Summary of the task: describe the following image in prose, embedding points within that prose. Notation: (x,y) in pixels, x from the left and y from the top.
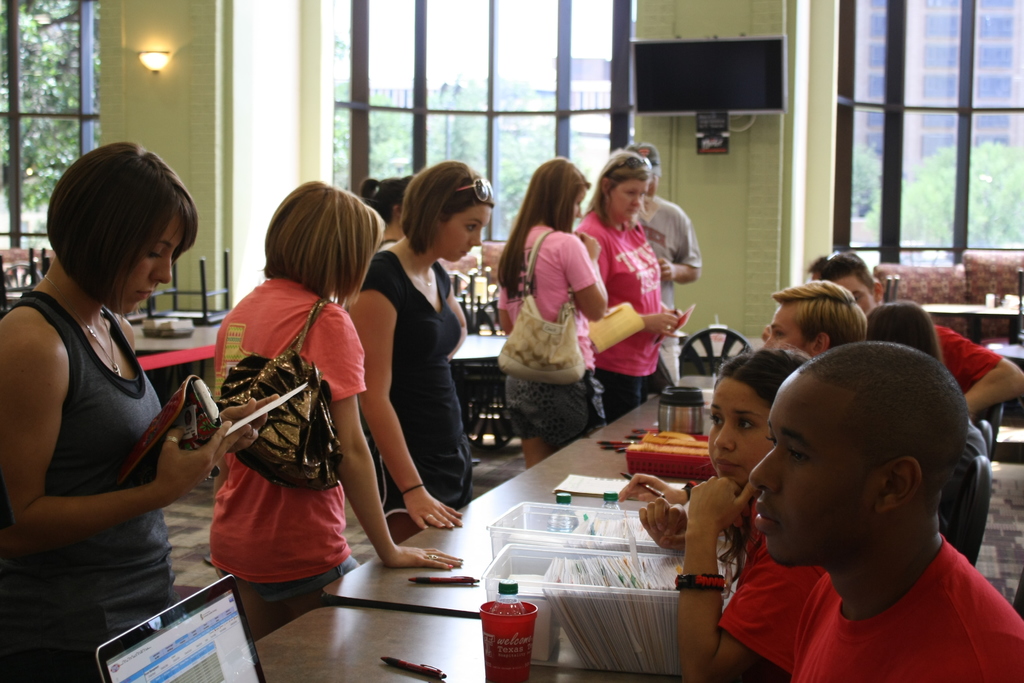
It is a room (526,510) there are some people (695,656) sitting in front of the table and on the other side some people (369,476) are standing and there is a laptop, cup (509,619), and some boxes (587,523) on the table (689,381) behind the people (369,235) who are standing there are also some other tables (174,340) and chairs (224,291) in the background (678,51) there is a television (672,70) to the wall (196,251) and window (518,71) beside it outside the window (883,64) there is a building (910,94), trees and sky (464,44).
